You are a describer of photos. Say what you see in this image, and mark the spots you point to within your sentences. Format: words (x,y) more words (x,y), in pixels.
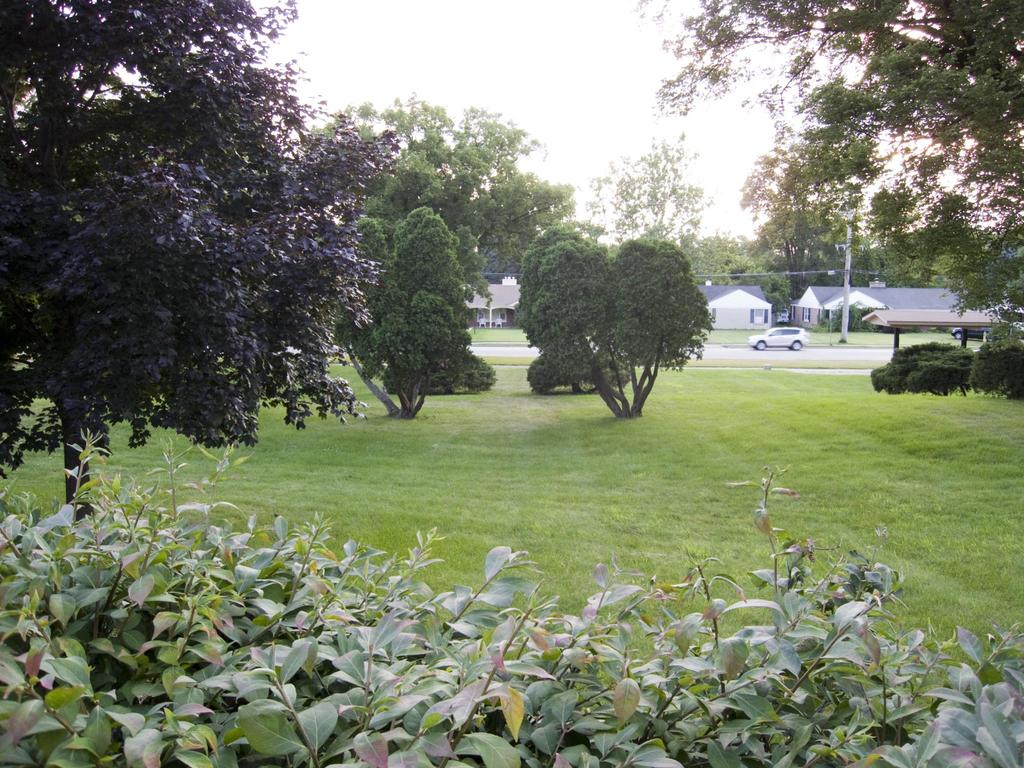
In the picture i can see some plants (188,597), trees (606,273), grass (467,426) and in the background of the picture (749,317) there is a car (779,327) which is moving on road (799,352), i can see some houses (813,299), trees (745,259) and top of the image (595,97) there is clear sky (543,135).
